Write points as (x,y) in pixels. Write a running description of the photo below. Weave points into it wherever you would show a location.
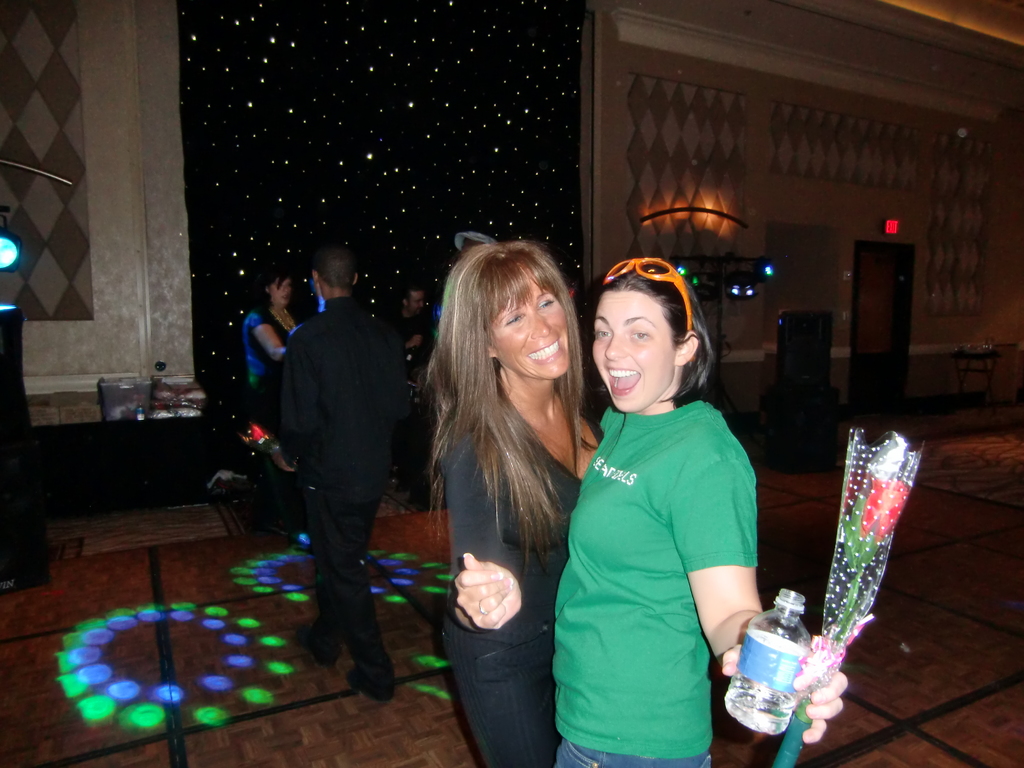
As we can see in the image there are few people (370,372) here and there, wall (762,103), lights (764,269), bottle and bouquet (791,733).
